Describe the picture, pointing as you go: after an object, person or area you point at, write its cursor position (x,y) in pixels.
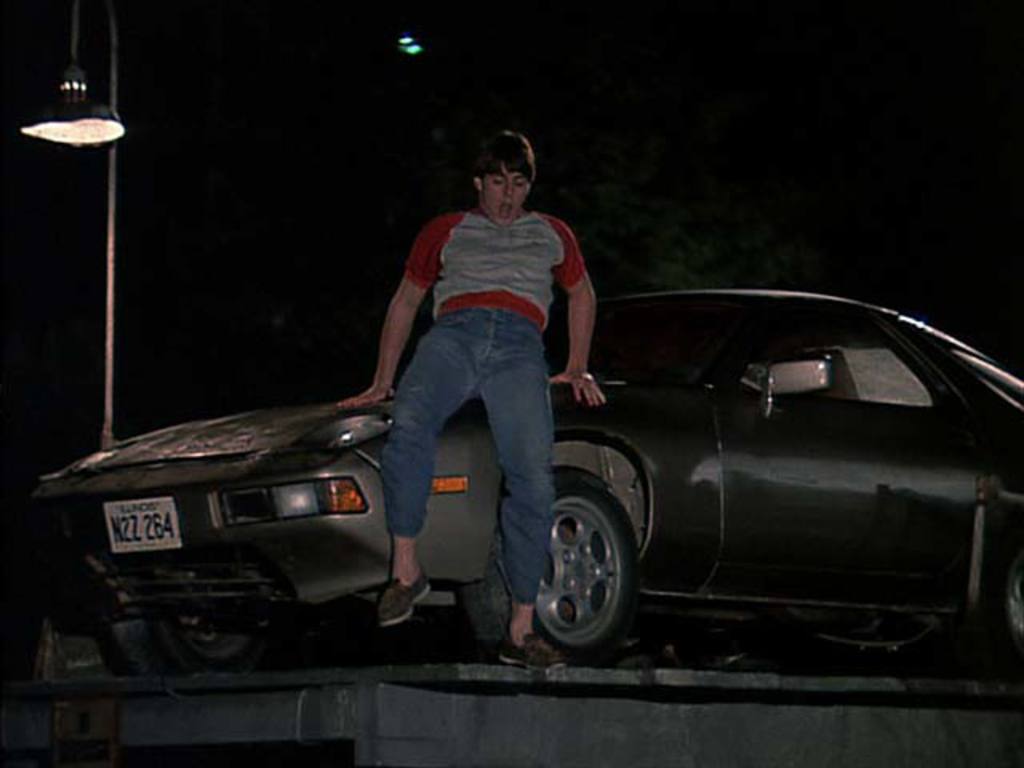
In this image there is a car (793,386), on that car (375,473) there is a person (449,362) sitting, in the background (74,13) there is a lamp (87,119) and it is dark.
